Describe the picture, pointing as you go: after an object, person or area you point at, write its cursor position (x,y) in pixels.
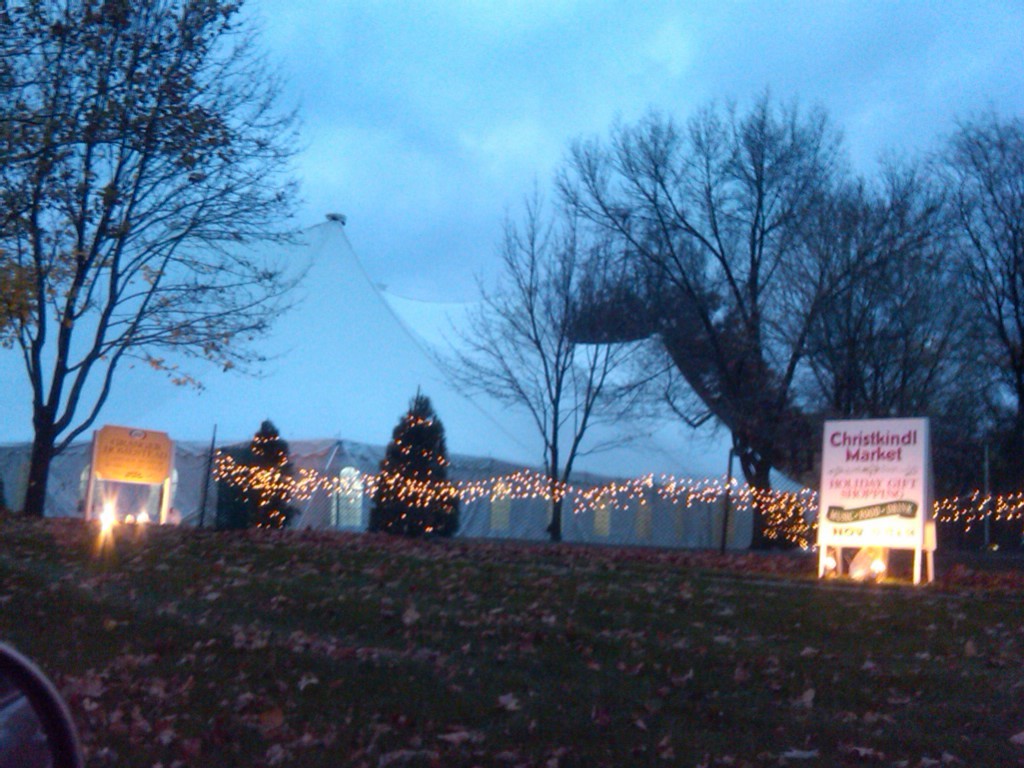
In this image we can see grass (542,715), dried leaves (168,686), boards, lights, poles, trees (34,356), and tents (526,374). In the background (487,247) there is sky (462,219) with clouds (994,73).
